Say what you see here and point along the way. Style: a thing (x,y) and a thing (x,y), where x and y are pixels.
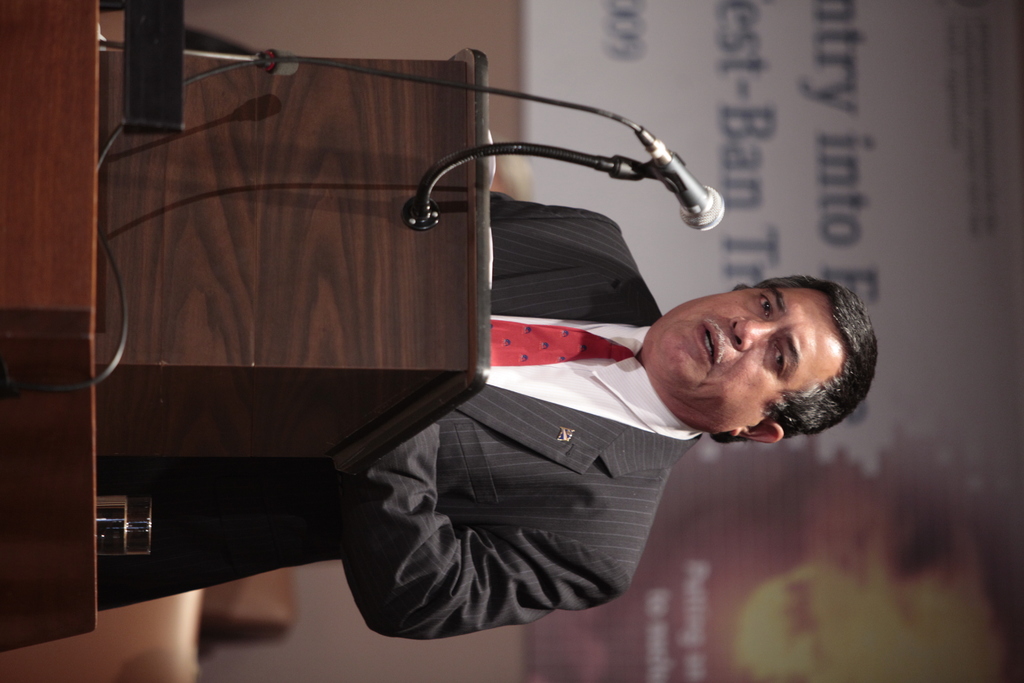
In this image I can see the person (493,334) is standing in front of the podium (465,396). I can see few mics (675,169), stand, wires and glass (138,514). The person (593,440) is wearing black, white color dress (601,395) and red color tie (560,347). Background (867,135) is blurred.
